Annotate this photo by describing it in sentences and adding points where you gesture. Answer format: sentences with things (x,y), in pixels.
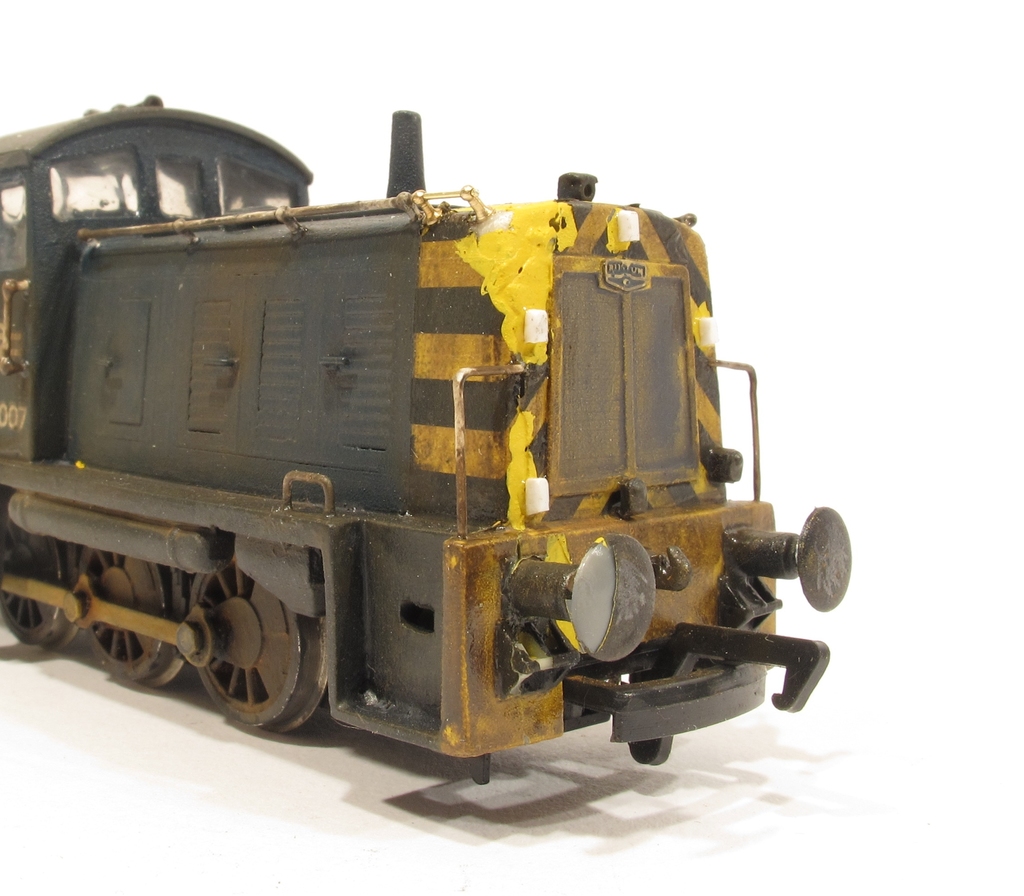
In this picture, we see the engine (317,290) of the train (315,394). It is in black and yellow color. At the bottom (426,844), it is white in color. In the background (686,146), it is white in color.
